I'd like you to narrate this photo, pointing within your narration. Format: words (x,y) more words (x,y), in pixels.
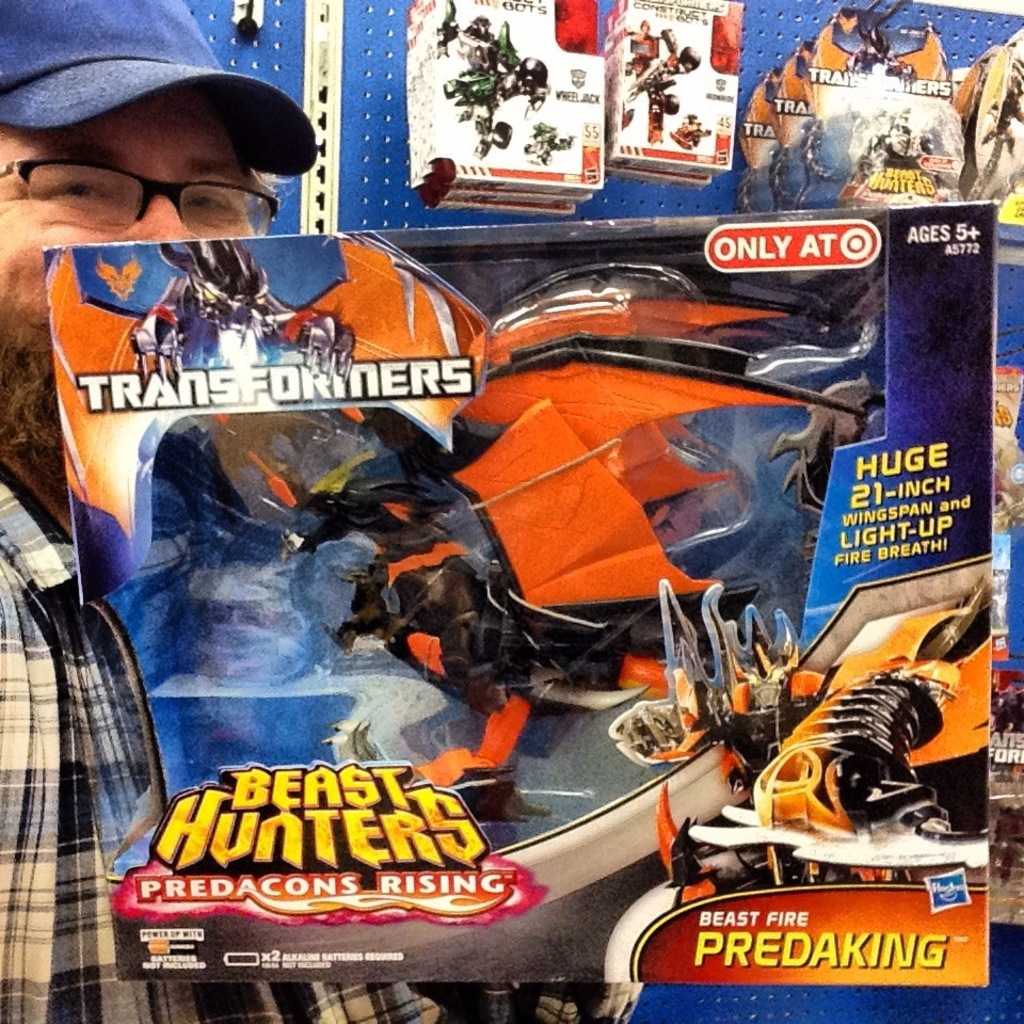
The man (26,784) in black and white check shirt (58,825) who is wearing a blue cap (102,66) is holding a box (563,687) which contains cartoons (529,697). We even see some text (310,805) written on the box (443,895). Behind that, we see toys (499,100). In the background (384,128), it is blue in color.
